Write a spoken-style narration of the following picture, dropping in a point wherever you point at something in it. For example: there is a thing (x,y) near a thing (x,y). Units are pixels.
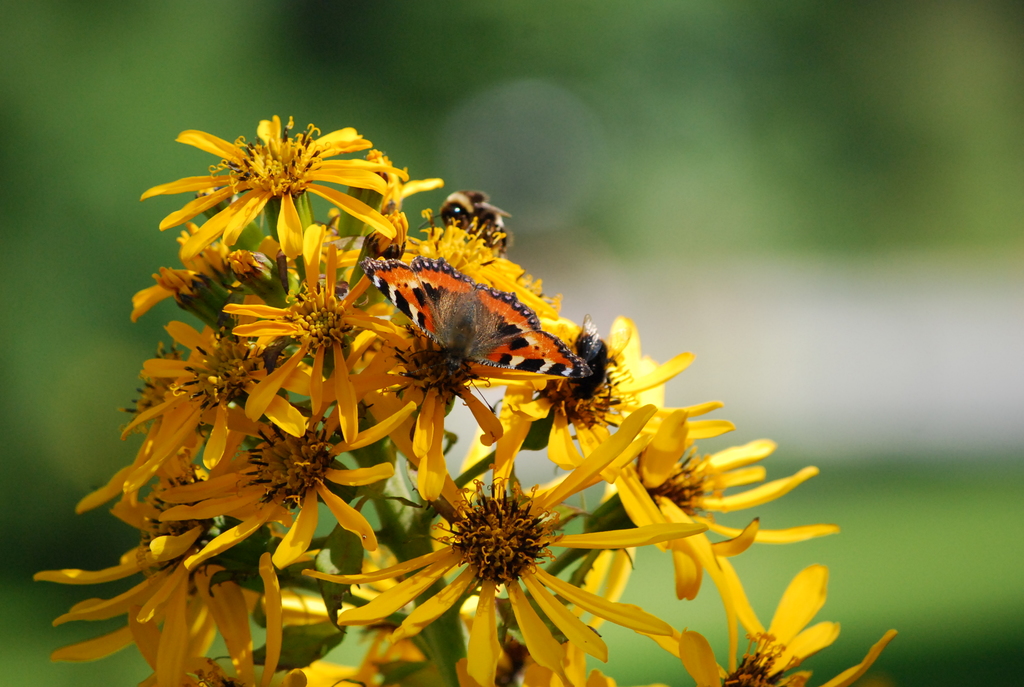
In the center of the image (511,331), we can see a butterfly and there are flowers (554,513) and the background (390,96) is blurry.
